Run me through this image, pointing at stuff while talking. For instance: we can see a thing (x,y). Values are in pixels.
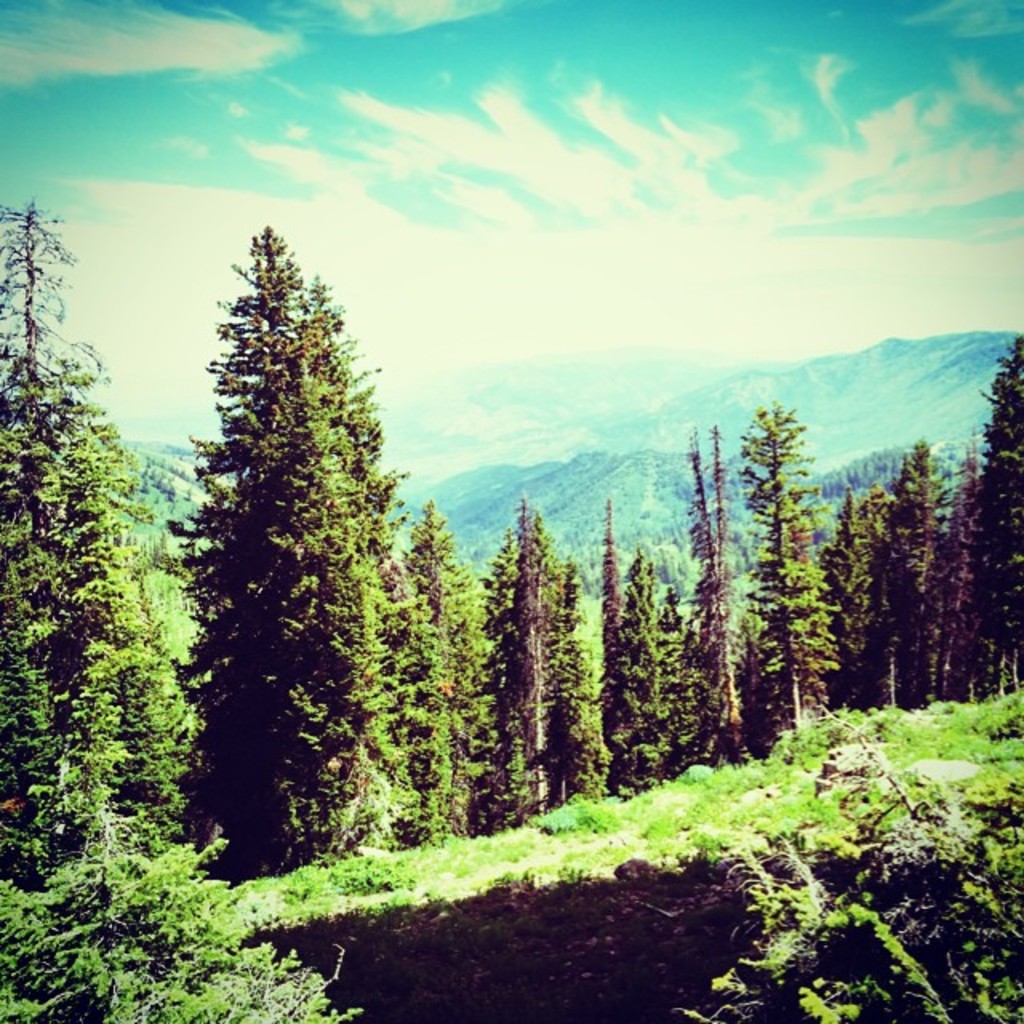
In the image in the center (555,524) we can see the sky (718,179), clouds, trees (90,558), plants (241,1020), hills (883,407) and grass (704,796).
